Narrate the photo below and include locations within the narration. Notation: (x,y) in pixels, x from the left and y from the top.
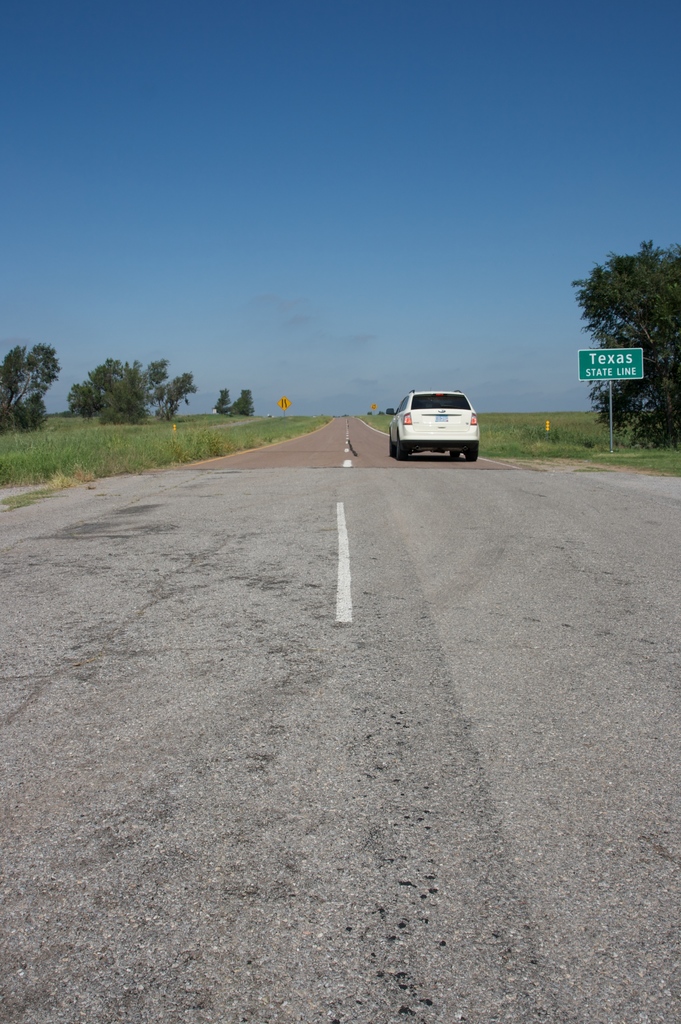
In this image I can see a vehicle (437,438) in white color and a green color board (610,372) attached to the pole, background (206,447) I can see trees (56,376) and grass (182,452) in green color and the sky (227,122) is in blue color.
